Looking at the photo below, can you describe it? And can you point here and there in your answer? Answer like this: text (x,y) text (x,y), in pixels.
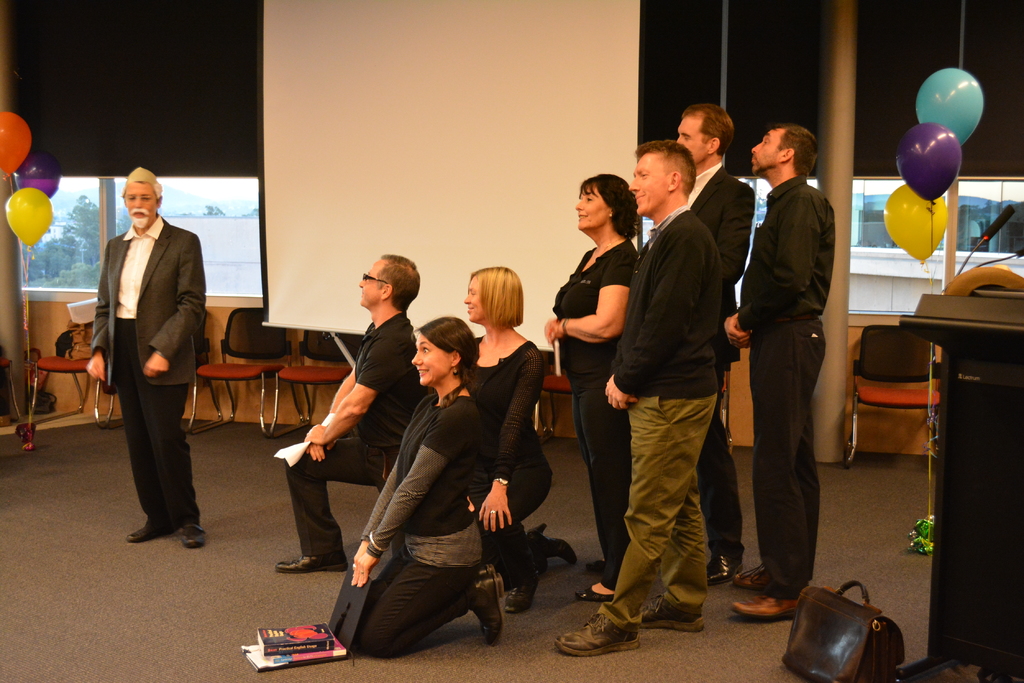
In this picture there are group of people (667,147) those who are standing at the right side of the image (707,131) and three of them are bending towards the floor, there is a person (100,347) who is standing at the left side of the image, there are some chairs (207,334) around the area of the image and there are balloons (23,208) which are placed at the left (5,164) and right side of the image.
